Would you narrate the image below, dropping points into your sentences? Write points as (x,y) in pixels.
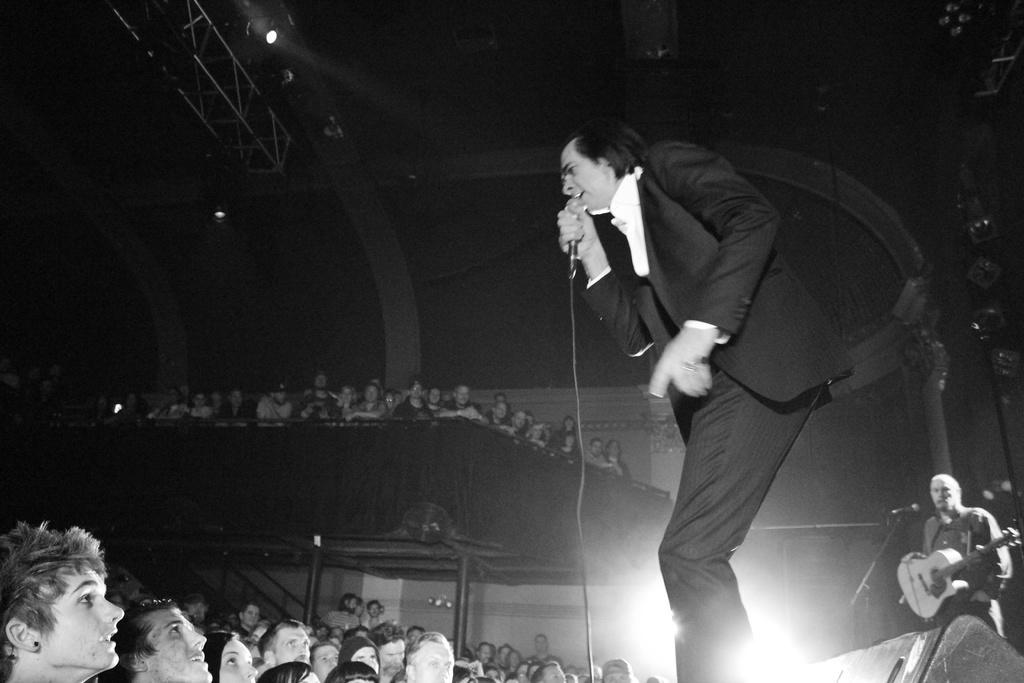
In this image I can see a person (678,259) is holding a mike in hand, crowd (389,634), poles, fence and a person (1003,571) is playing a musical instrument (919,588) on the stage (887,643). In the background (905,623) I can see a wall (400,269), light (779,650), metal rods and a rooftop (278,185). This image is taken may be on the stage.
